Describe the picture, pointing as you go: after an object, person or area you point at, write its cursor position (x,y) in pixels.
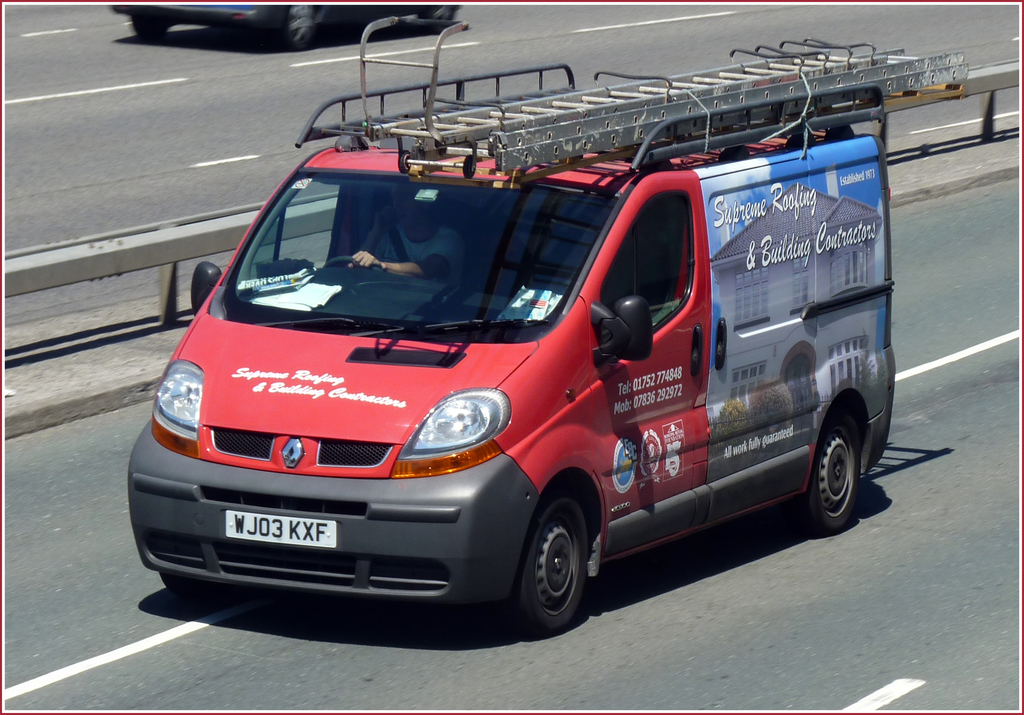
In the center of the image (411,248) we can see a man (419,259) is driving a truck (681,342). In the background of the image (295,96) we can see the road (26,577), railing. At the top of the image (308,30) we can see a vehicle (308,30).
